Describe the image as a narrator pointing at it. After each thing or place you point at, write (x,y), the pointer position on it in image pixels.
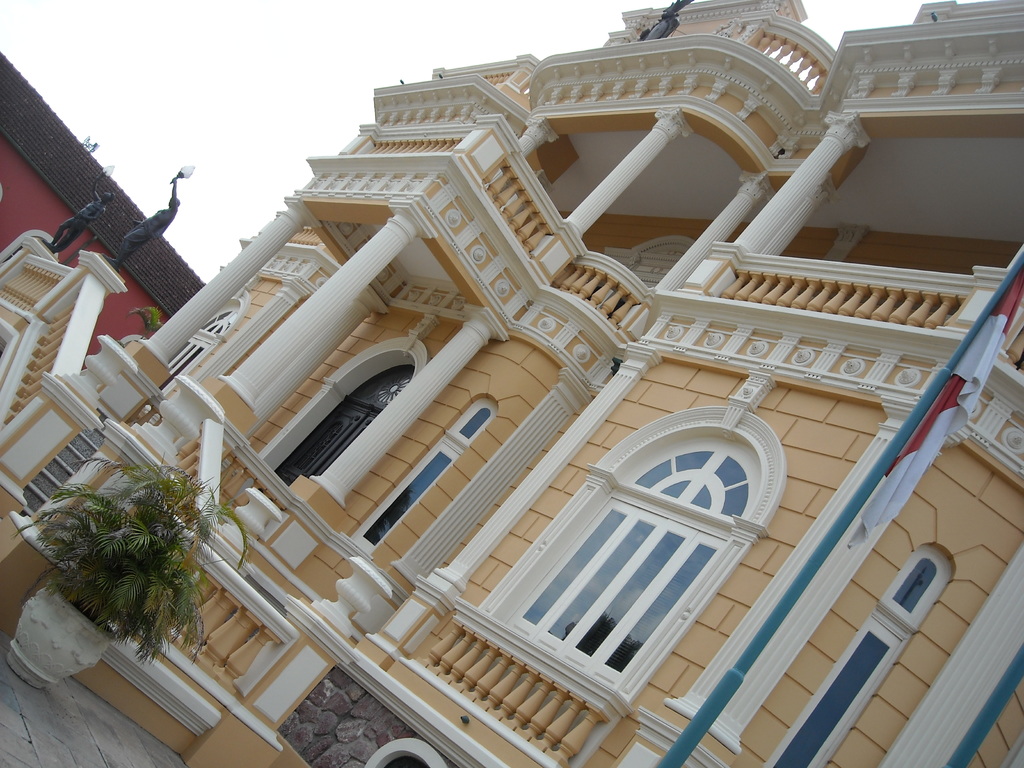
In this image, we can see a building (525,411), walls (677,381), railings (1013,357), glass windows (439,446), statues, stairs (46,472) and house plant (183,623) on the path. In the background (289,151), we can see the sky (245,156), plants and house (47,202). On the right side of the image (945,388), we can see a pole (906,441) and flag (924,423).
